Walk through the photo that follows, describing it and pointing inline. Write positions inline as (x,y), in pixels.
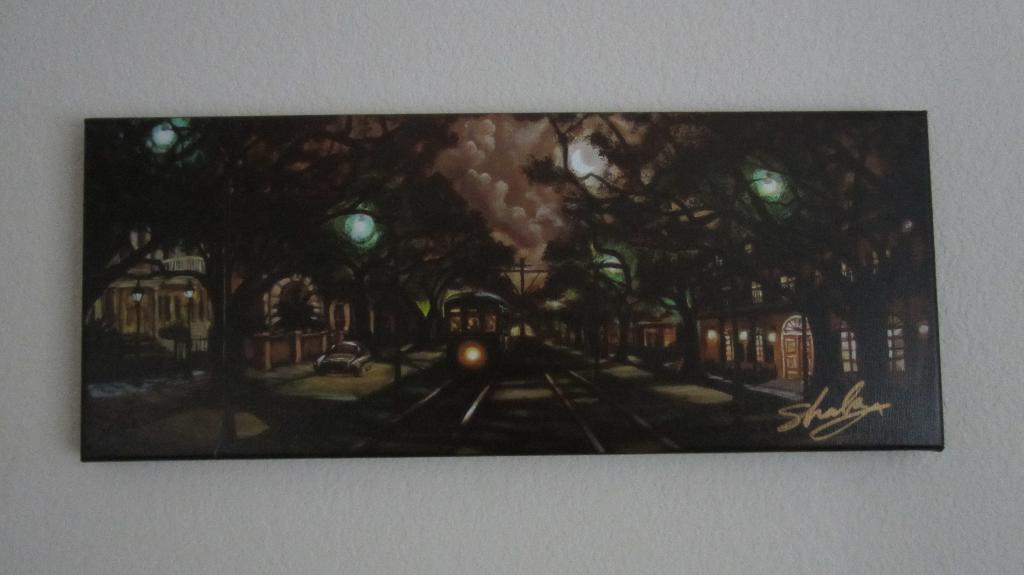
In this picture there is a painting frame (151,202) hanging on the white wall (322,507).
